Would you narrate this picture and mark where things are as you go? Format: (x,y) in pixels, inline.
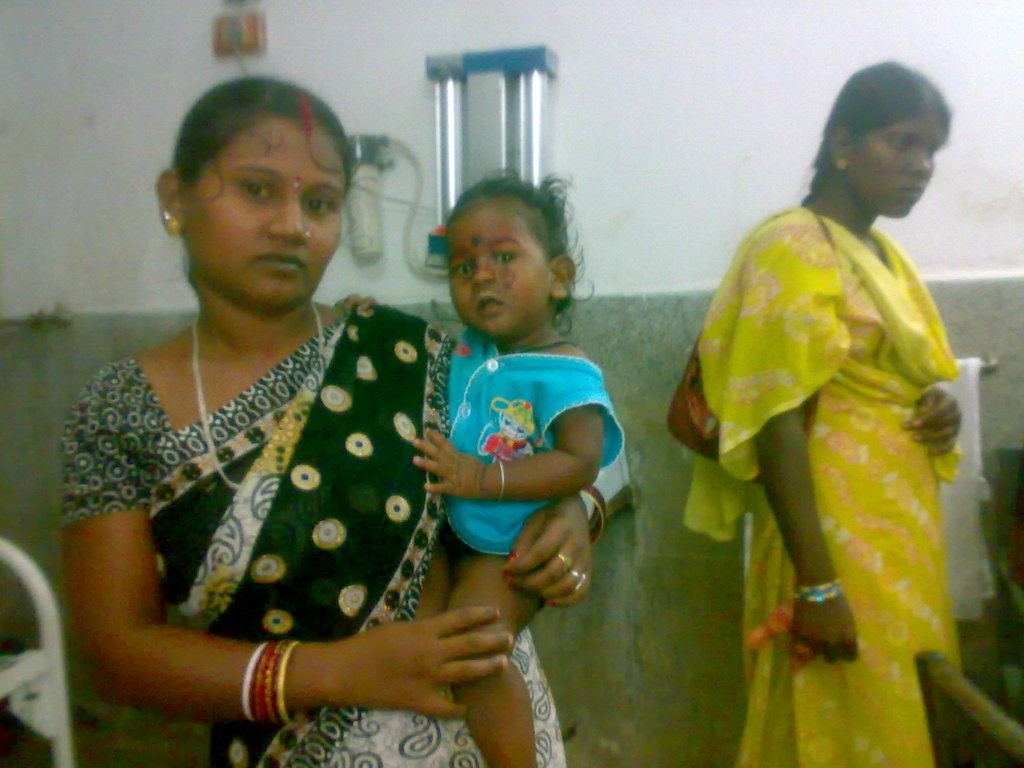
In this image there are persons (729,456) standing. The woman (332,462) in the front (323,505) is standing and holding a baby (449,595) and in the background (498,142) there is a machine (499,127) fixed on the wall (580,124). On the left side (41,645) there is a bed (25,675) which is white in colour. On the right side (967,387) there is a towel (967,373) hanging on the wall (989,394).
